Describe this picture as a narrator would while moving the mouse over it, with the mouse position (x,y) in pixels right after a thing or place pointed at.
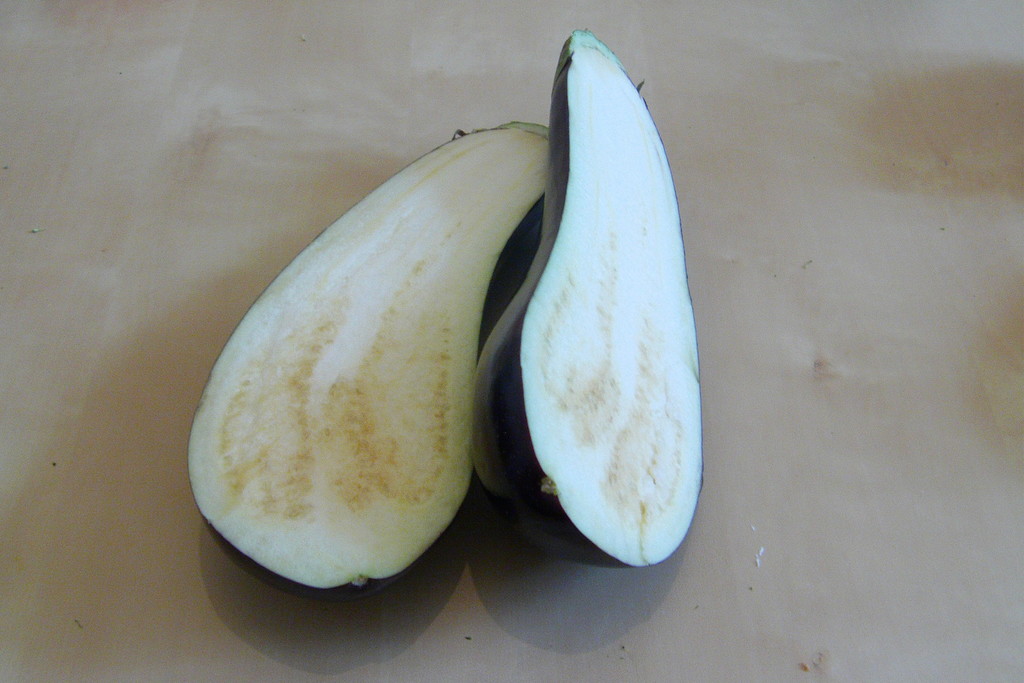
In the center of the image (615,285), we can see brinjal slices (629,393) placed on the table (819,467).
